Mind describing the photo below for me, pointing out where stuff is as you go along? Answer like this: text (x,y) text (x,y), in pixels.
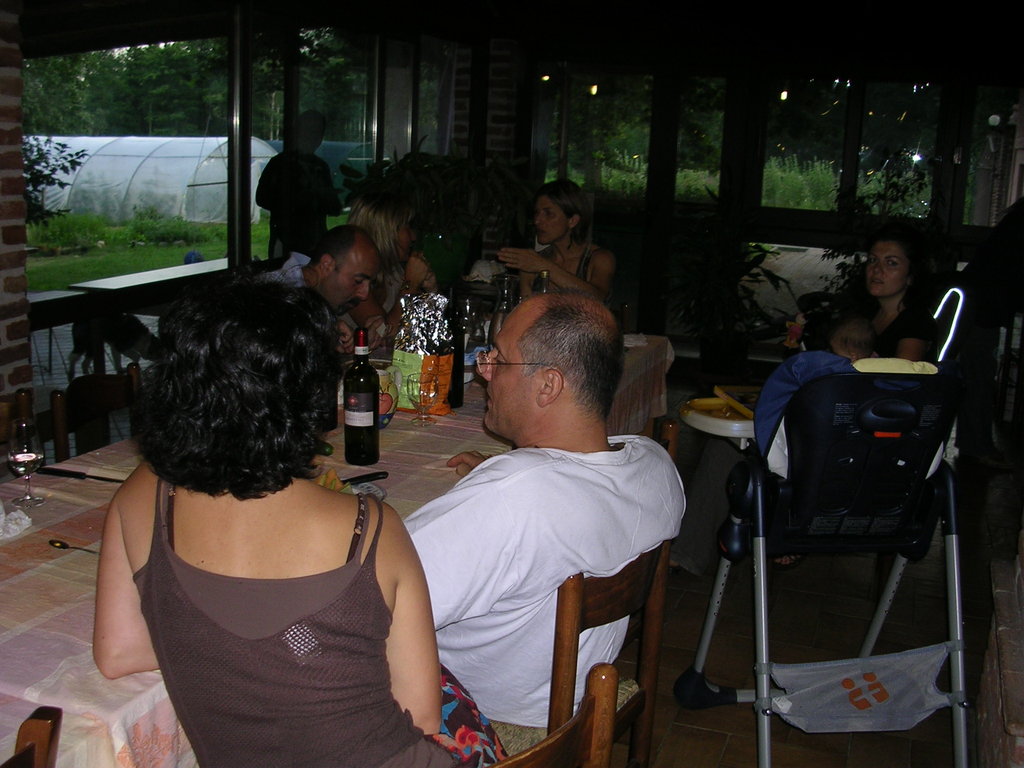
In this picture we can see some persons (634,449) are sitting on the chairs (536,763). This is the table (53,664), and there is a cloth (120,736) on the table (120,735). Here we can see some bottles (363,379), glasses (416,389) on the table (440,437). And this is the baby high chair (822,511). On the background (67,162) we can see some trees (123,76). And this is the grass (87,246).
